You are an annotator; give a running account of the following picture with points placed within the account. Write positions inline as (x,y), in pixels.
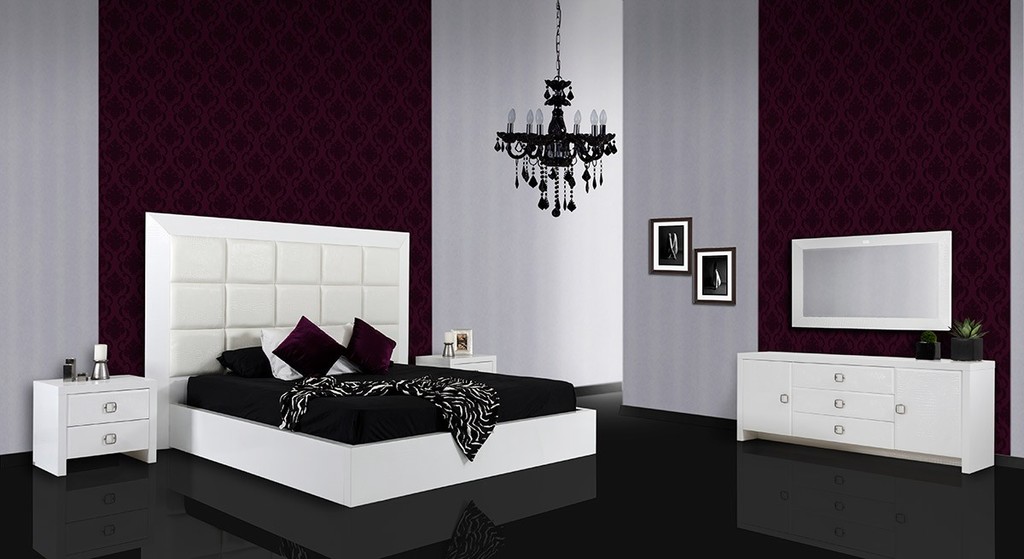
In this picture there is a white bed (195,358) and a white table (797,401) to the right side of the image (939,391). On top of it two plants (932,346) are placed. In the background (918,153) we observe a beautiful wallpaper (879,166) and photo frames (722,276).
